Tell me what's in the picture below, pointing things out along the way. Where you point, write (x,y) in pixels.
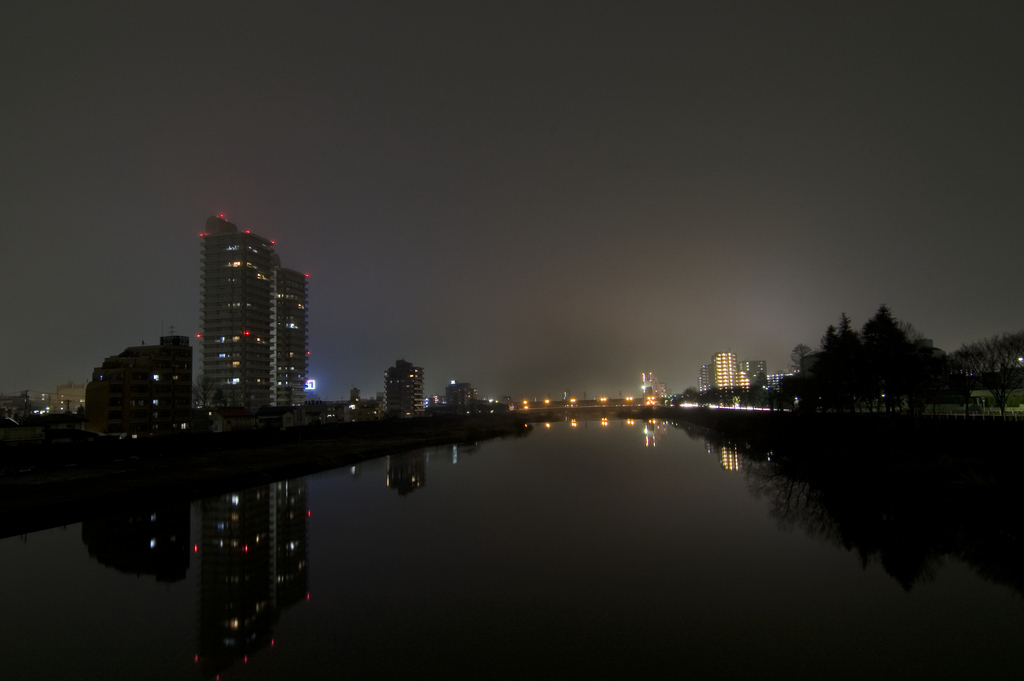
This picture is taken from outside of the city (267,412). In this image, on the right side (896,355), we can see some trees (879,353), plants (712,392), buildings (735,376). In the middle of the image (551,452), we can see water (395,616) in a lake (345,662). On the left side (109,404), we can also see some buildings (155,382), tower (302,338), trees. In the background (440,412), we can see some lights (655,386), buildings (461,393). At the top (651,120), we can see a sky (696,130) which is in black color, at the bottom (849,568), we can also see water (415,675) is also in black color.
